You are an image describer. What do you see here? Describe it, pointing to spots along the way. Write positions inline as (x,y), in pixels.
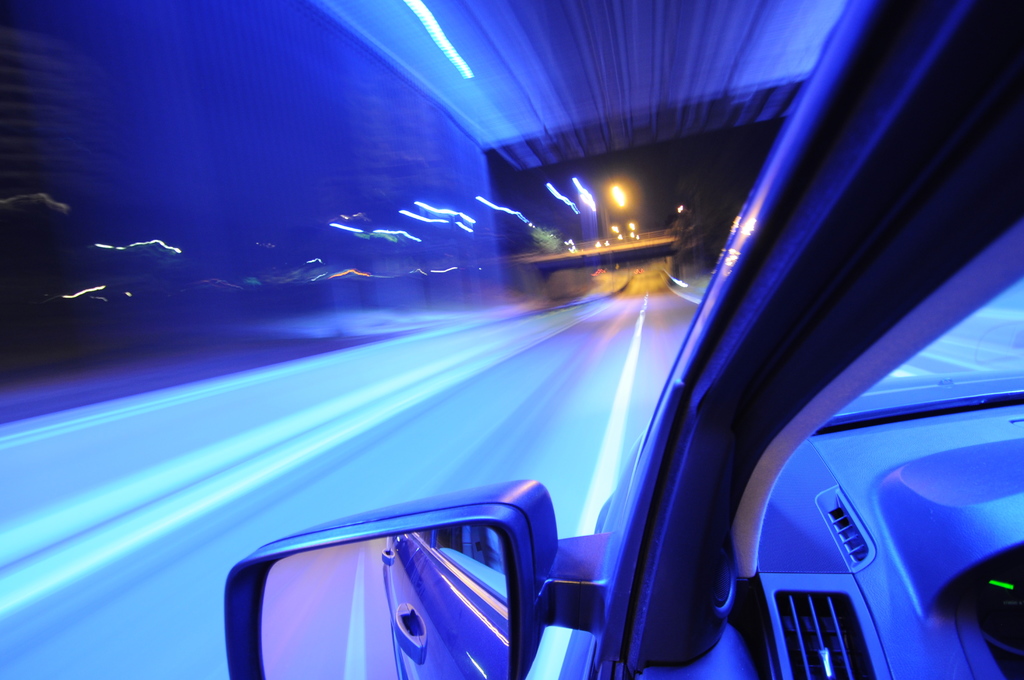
In this image we can see a car (876,490), road (630,400), lights (568,202) and a wall (292,249).
